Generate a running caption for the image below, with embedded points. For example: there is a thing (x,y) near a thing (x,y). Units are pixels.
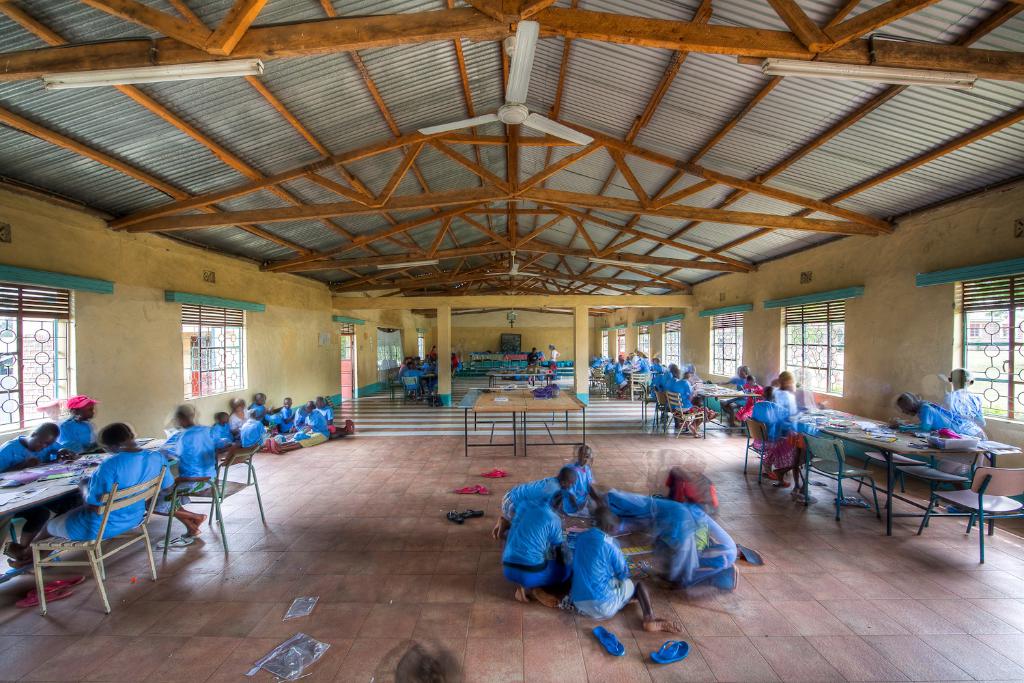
In this image there are group of people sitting in floor (553,653), another group of people (82,525) sitting in chair (222,494) near the table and at back ground (516,366) there is another table (502,374), light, fan (555,123), window (68,382), steps (359,411).
